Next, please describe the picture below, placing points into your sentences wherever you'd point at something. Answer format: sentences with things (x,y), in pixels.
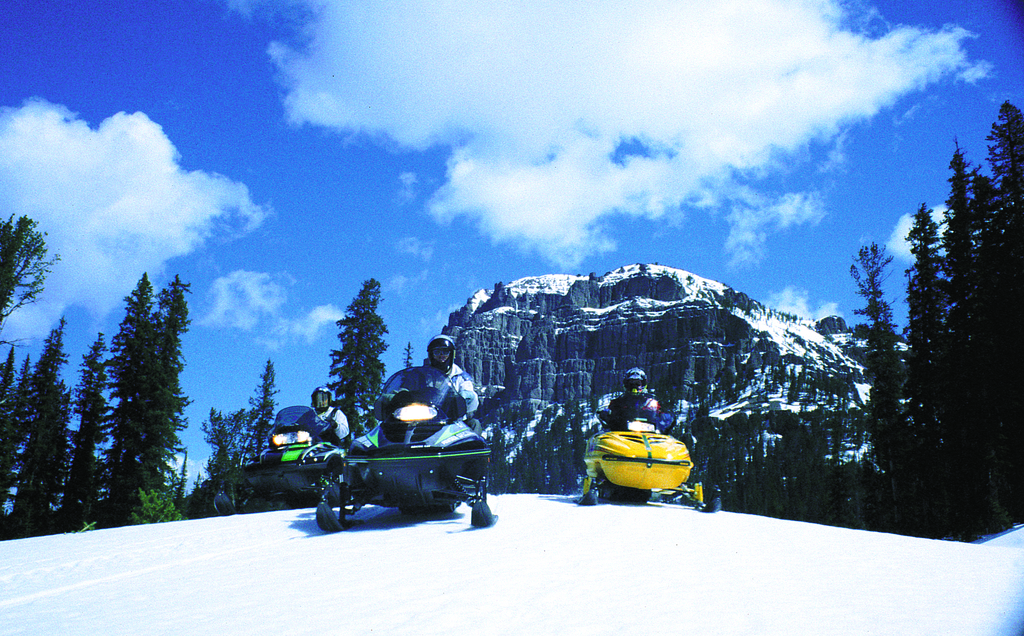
In this image, there is an outside view. There are three persons (626,395) wearing helmets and sitting in vehicles (415,450). There is a hill (579,361) in the middle of the image (573,345). There are some trees (118,373) on the left (78,447) and on the right side of the image (951,363). In the background (592,221), there is a sky (406,166).
